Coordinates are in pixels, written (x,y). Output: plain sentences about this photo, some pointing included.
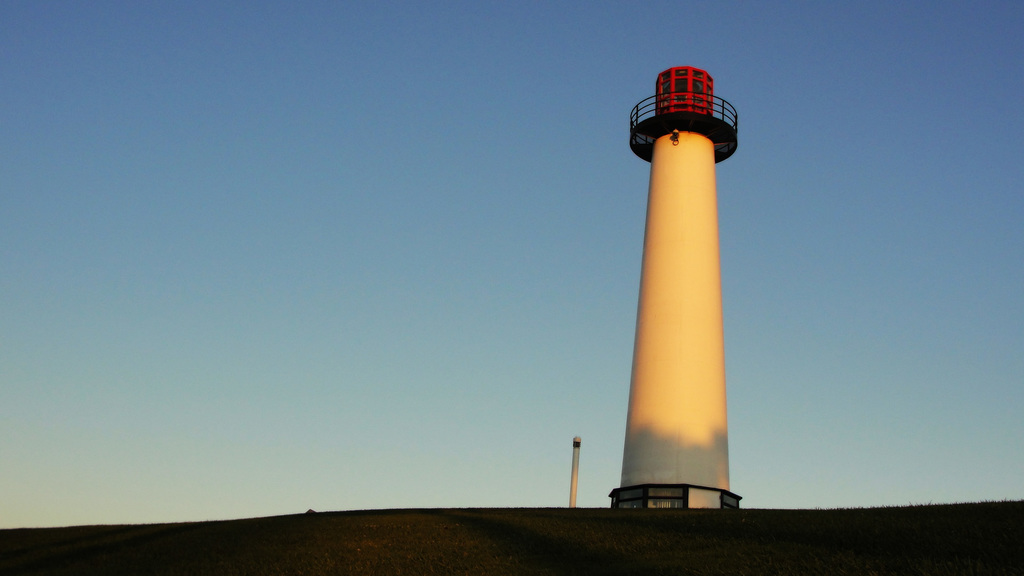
In this image, we can see a lighthouse (681,347). In the background (117,351), we can see the sky (936,182).
